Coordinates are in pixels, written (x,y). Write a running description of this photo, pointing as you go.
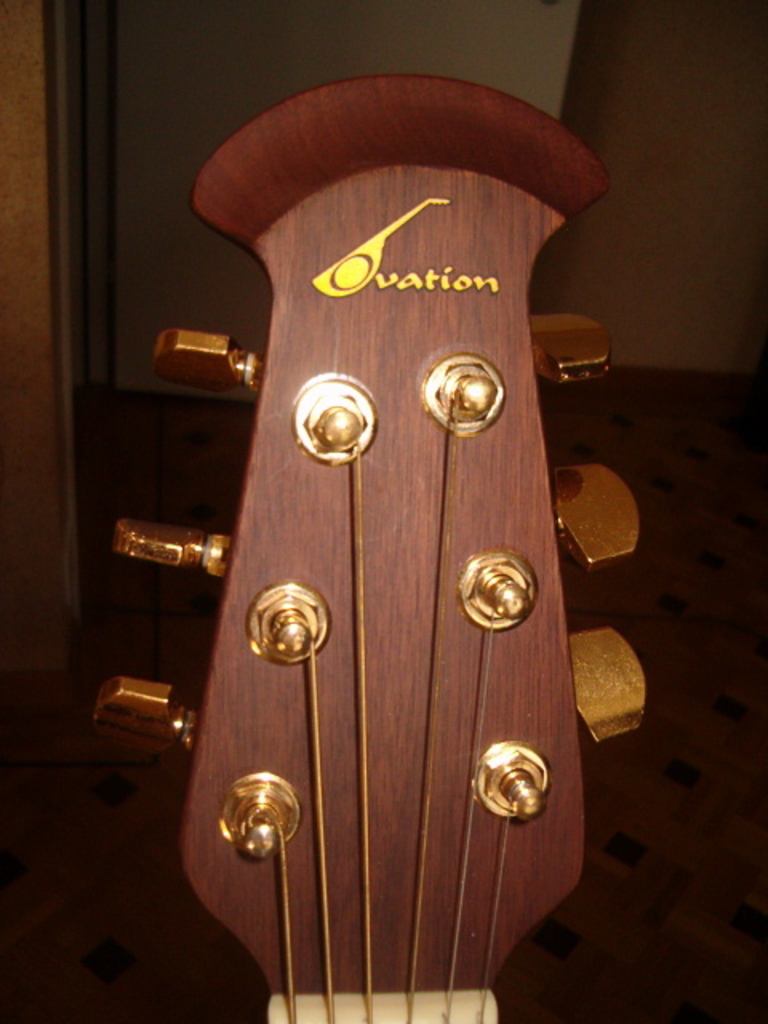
inside the room (413,41) the instrument (353,478) is there it could be guitar (450,392) and it has 6 buttons (547,353) and strings (312,708) are there on the guitar (343,164).
